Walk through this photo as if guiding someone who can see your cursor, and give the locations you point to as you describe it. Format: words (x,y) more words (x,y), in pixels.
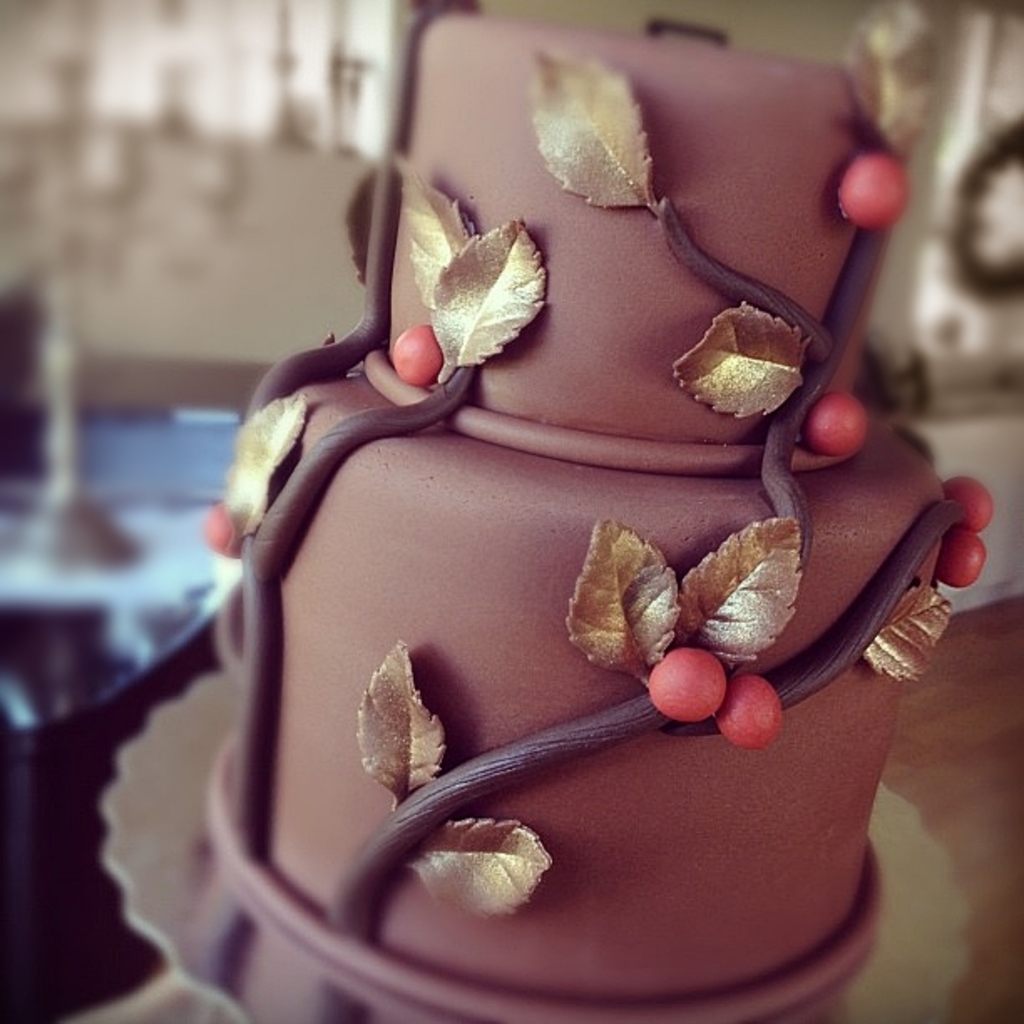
In the picture I can see a cake (593,662) on a plate (199,739). The background of the image (3,498) is blurred.
